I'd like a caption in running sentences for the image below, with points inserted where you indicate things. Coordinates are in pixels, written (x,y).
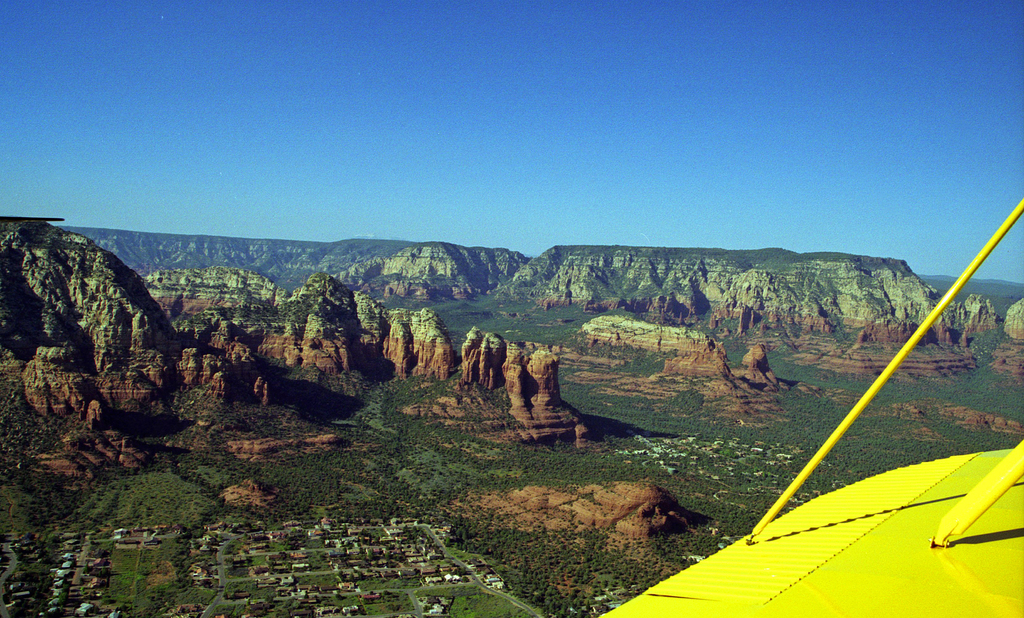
In this image I can see grass (376,471) in green color. I can also see few houses (337,556) in multi color, background (718,289) I can see few rocks (307,279) and sky (365,124) in blue color.
